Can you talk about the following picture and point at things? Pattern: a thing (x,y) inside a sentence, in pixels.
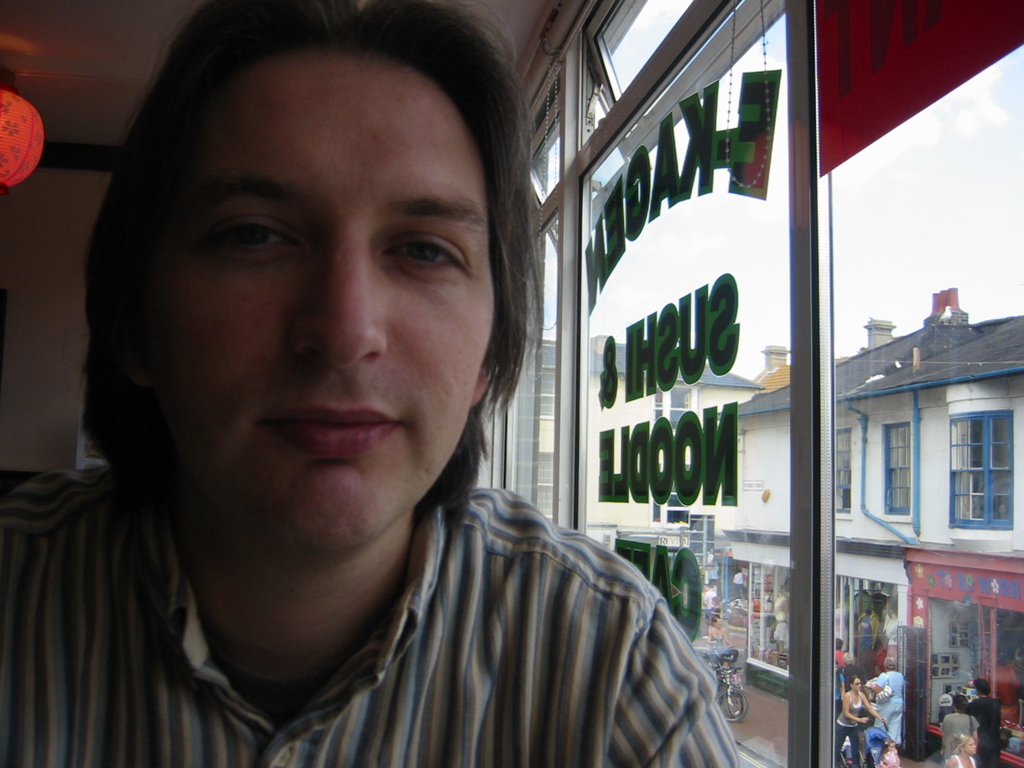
In this image, we can see a person (376,516) is watching. Background (70,289) we can see wall (67,324) and decorative object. On the right side of the image (768,612), we can see glass windows (718,518). Through the glass (906,619) we can see outside view. Here there are few houses (763,543), people (899,741) and shops (1006,656). Here we can see text (623,236).
